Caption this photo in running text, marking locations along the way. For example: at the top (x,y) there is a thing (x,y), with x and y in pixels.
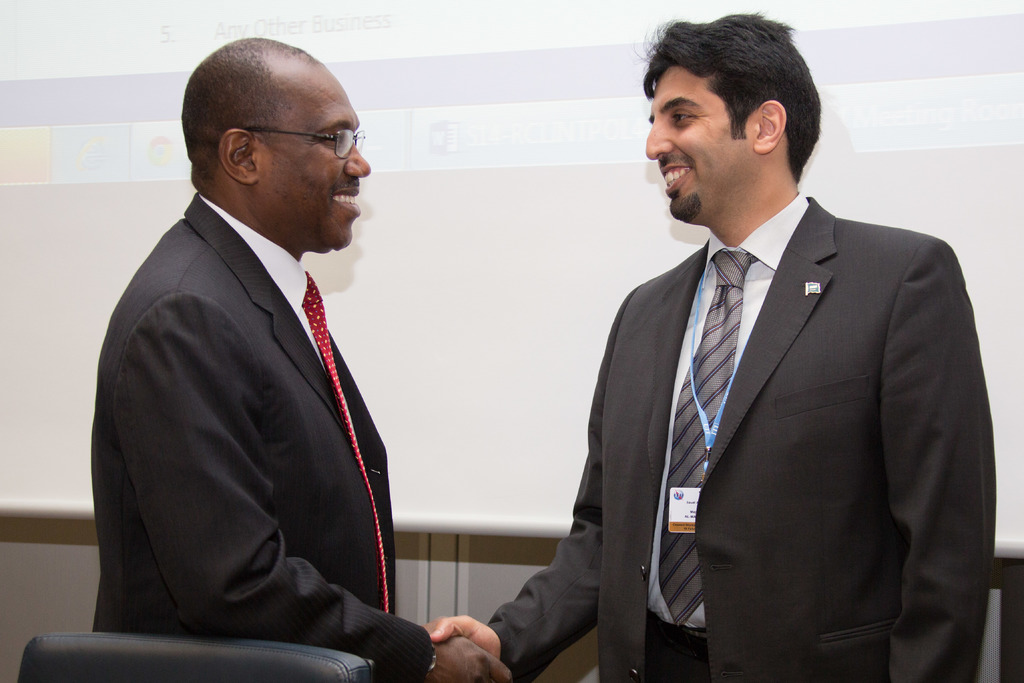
In this image we can see two men (324,174) are standing and giving shake hands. In the background (411,231) we can see screen (368,240) and wall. At the bottom (218,674) we can see a chair (303,658).
